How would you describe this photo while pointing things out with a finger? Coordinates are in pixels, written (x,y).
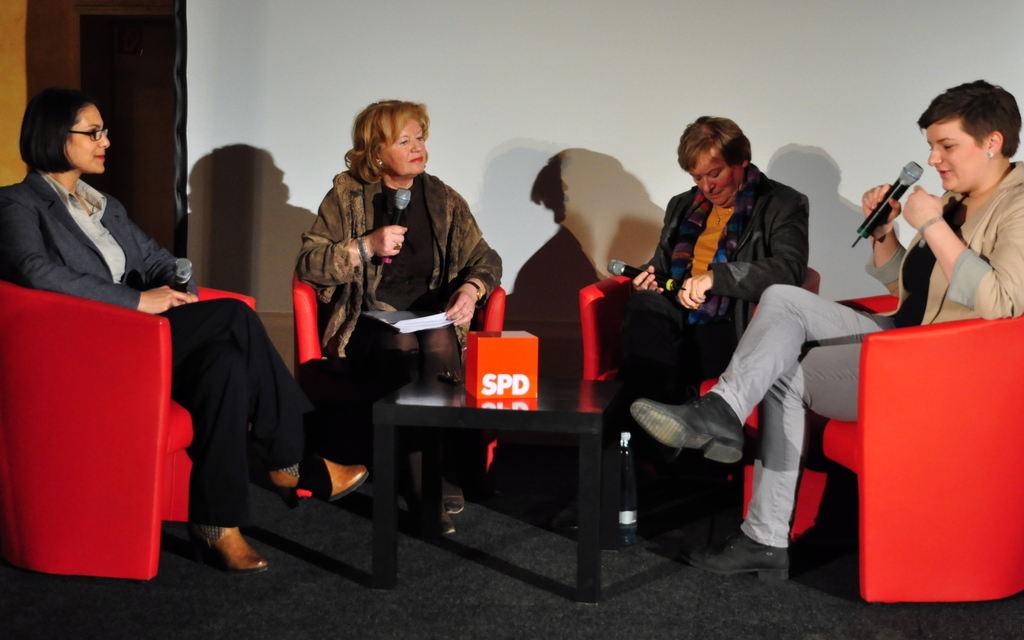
There are four women (216,327) sitting on red chairs (924,403). Every woman (911,320) is holding mike (187,282) on their hands (938,213). There is a small table (527,411) with orange color object (522,391) placed on it.
